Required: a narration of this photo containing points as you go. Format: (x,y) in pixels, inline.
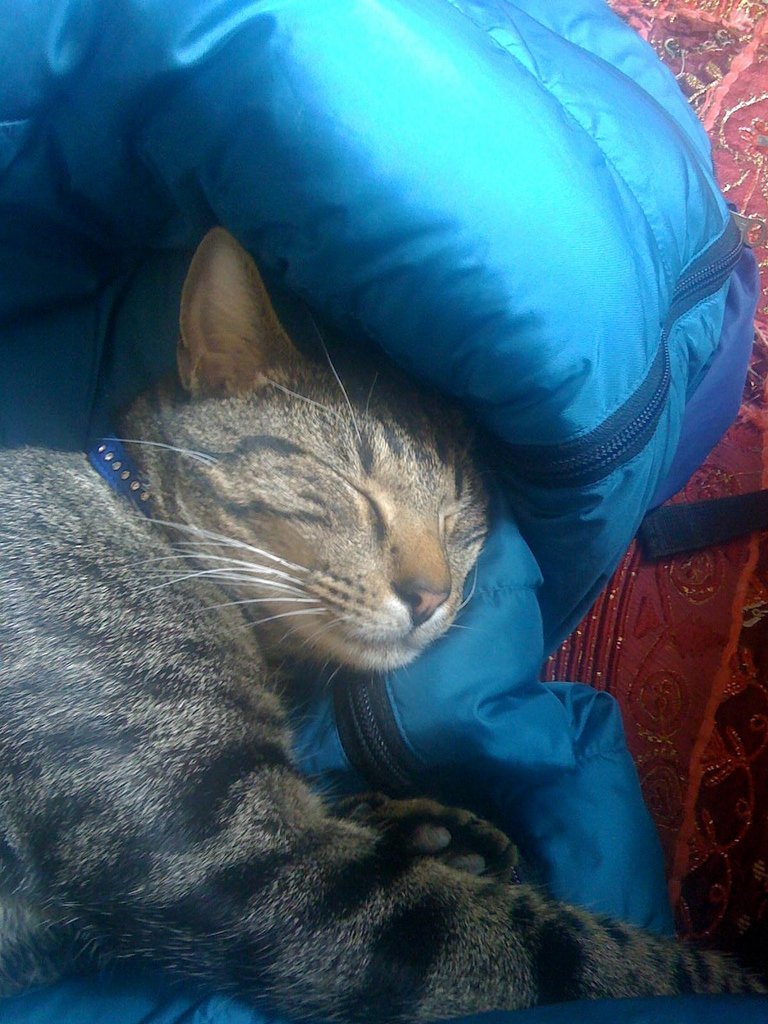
In this image, we can see a cat (454,577) and a blue colored object (470,7). We can also see some cloth (703,562).
